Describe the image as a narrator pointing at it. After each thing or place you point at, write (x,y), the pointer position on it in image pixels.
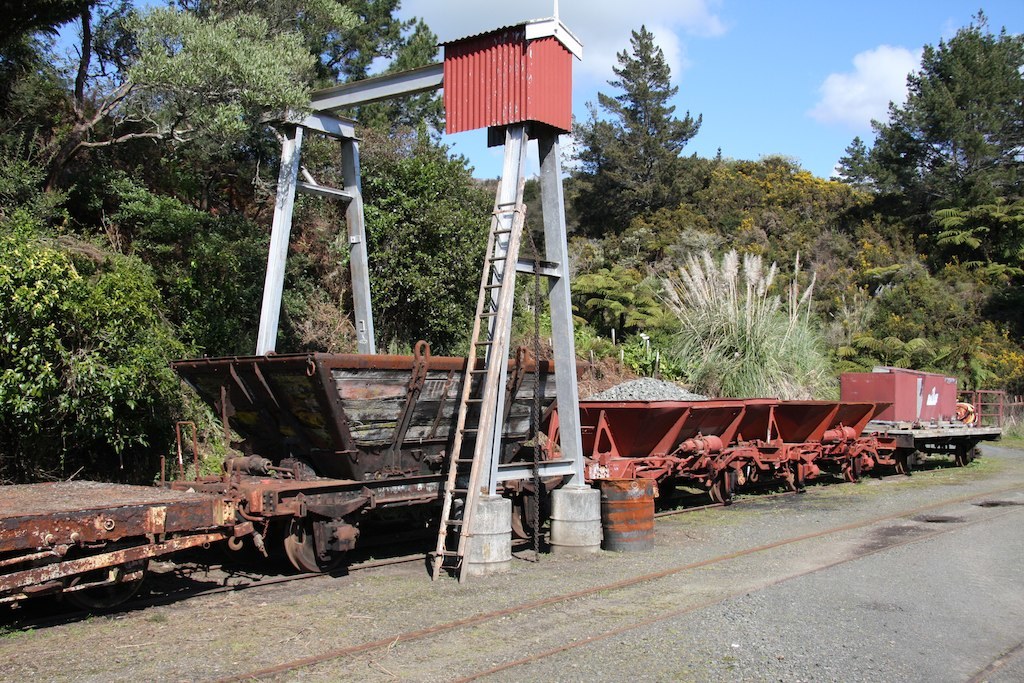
In this image I can see railway tracks (559,647) and here I can see railway trolleys (343,476). I can also see number of trees (611,162), clouds (872,58), the sky (843,58) and here I can see ladder (491,371).
